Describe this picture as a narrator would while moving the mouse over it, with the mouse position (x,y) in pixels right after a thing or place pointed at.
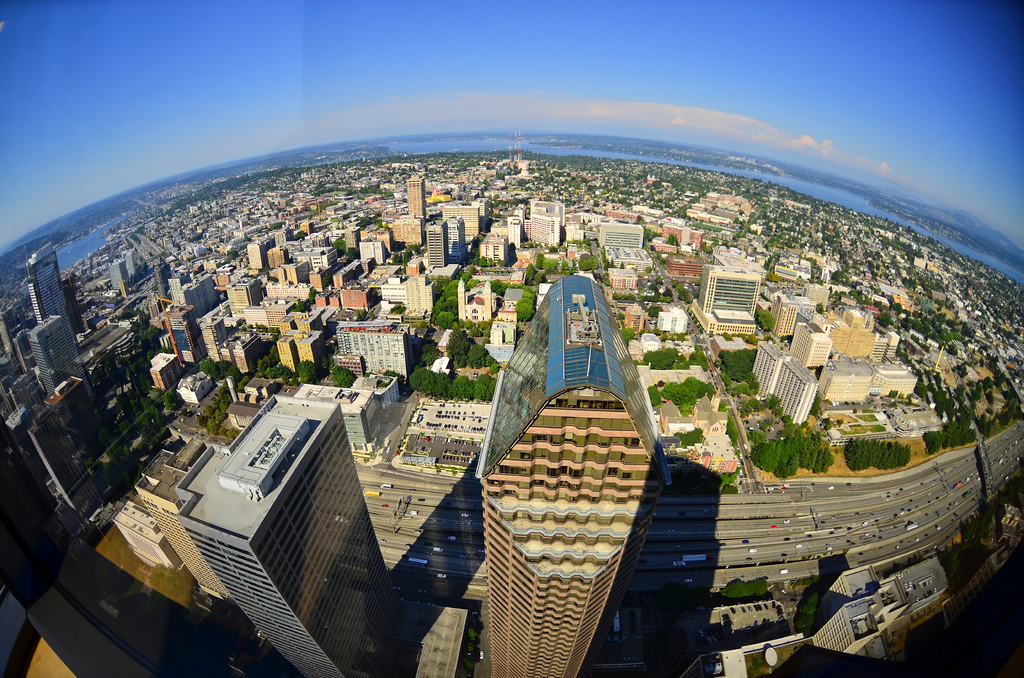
This is the picture of a city (771,245). In this image there are buildings (893,364) and trees (758,588) and there are vehicles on the roads (831,562). At the top (473,25) there is sky (546,27) and there are clouds (519,109). At the bottom (69,472) there are buildings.
